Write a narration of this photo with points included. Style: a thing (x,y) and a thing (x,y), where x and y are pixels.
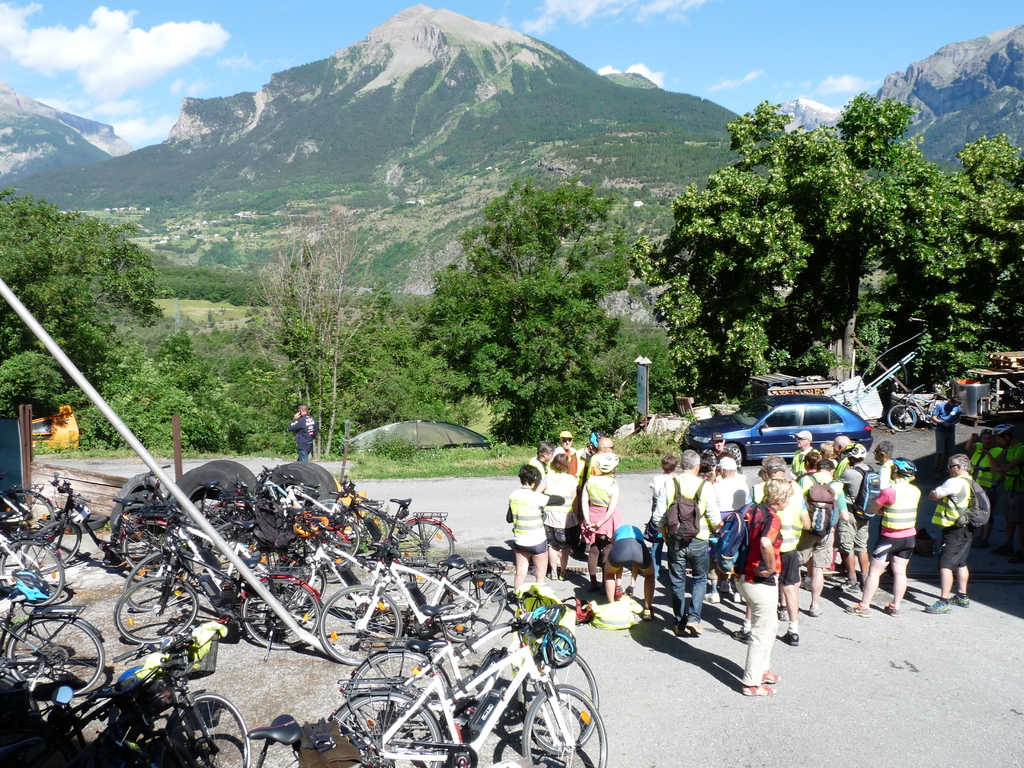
In this image we can see a group of people (747,567) standing on the road (790,668). We can also see a car (752,445), tires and a group of bicycles (327,627) placed on the road (610,680). On the backside (702,344) we can see a group of trees (562,319), the hills (437,73) and the sky (181,71) which looks cloudy.
